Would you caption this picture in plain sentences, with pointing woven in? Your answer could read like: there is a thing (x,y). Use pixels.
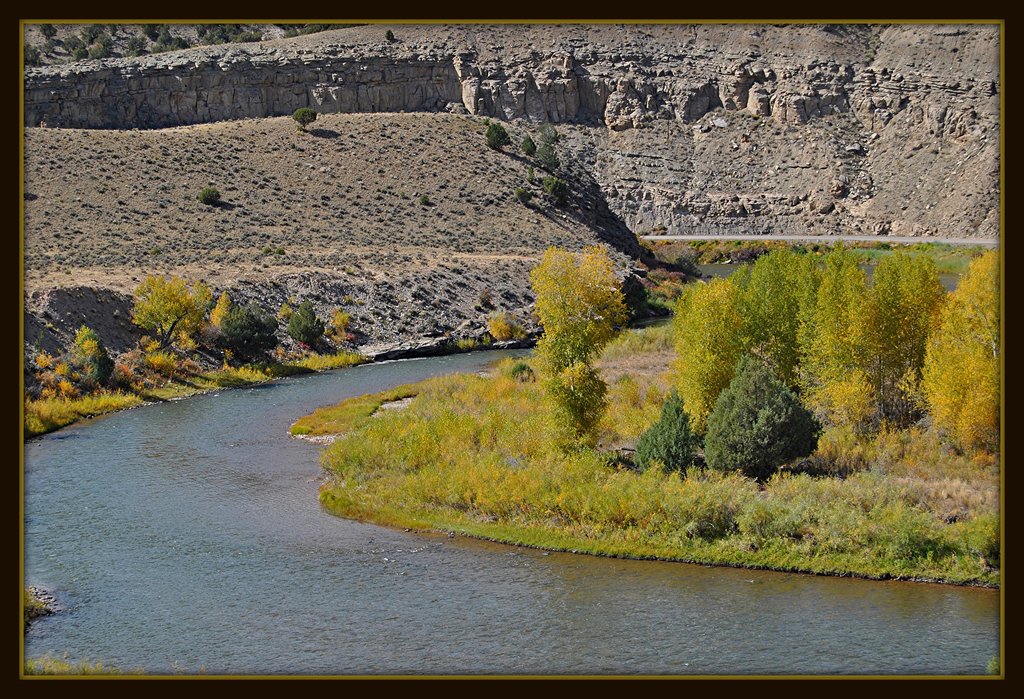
This is a photo frame and in the image we can see water (339,397), plants (267,367), sand (420,192) and stones (201,110).
